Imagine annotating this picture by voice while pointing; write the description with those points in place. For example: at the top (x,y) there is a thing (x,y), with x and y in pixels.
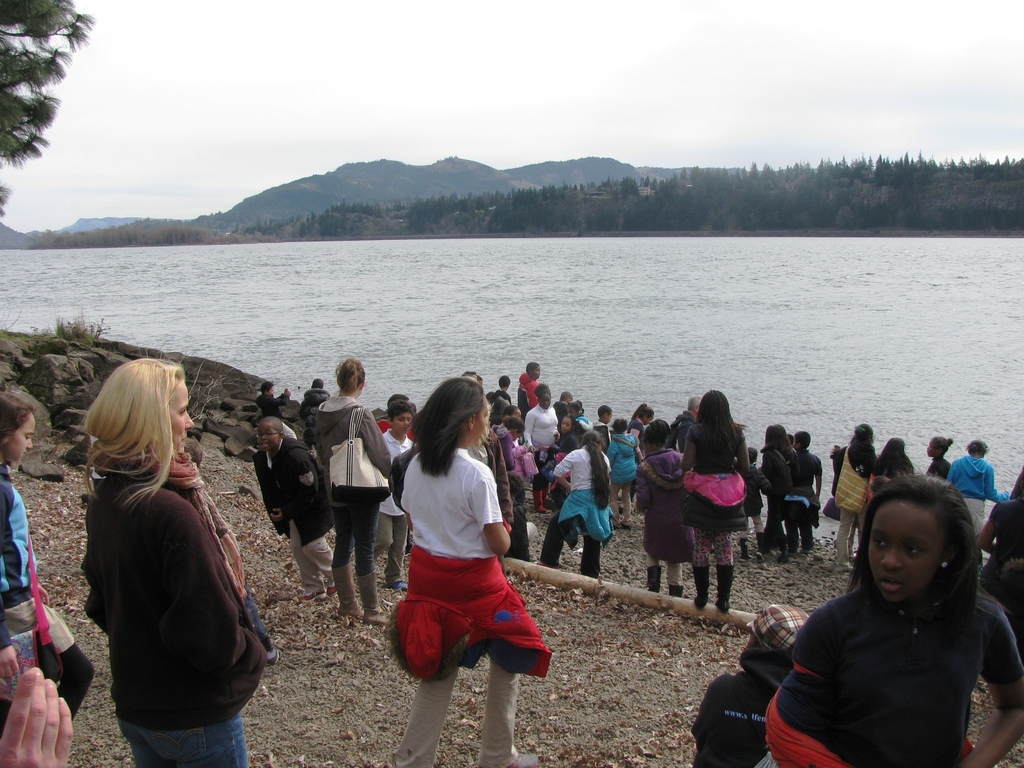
In this picture I see number of people (323,485) who are standing in front (22,441) and in the middle of this picture (398,270) I see number of trees (904,218) and I see the water (234,307) and in the background (260,125) I see the sky (569,88) and on the top left corner of this image (34,56) I see the leaves (19,17).
